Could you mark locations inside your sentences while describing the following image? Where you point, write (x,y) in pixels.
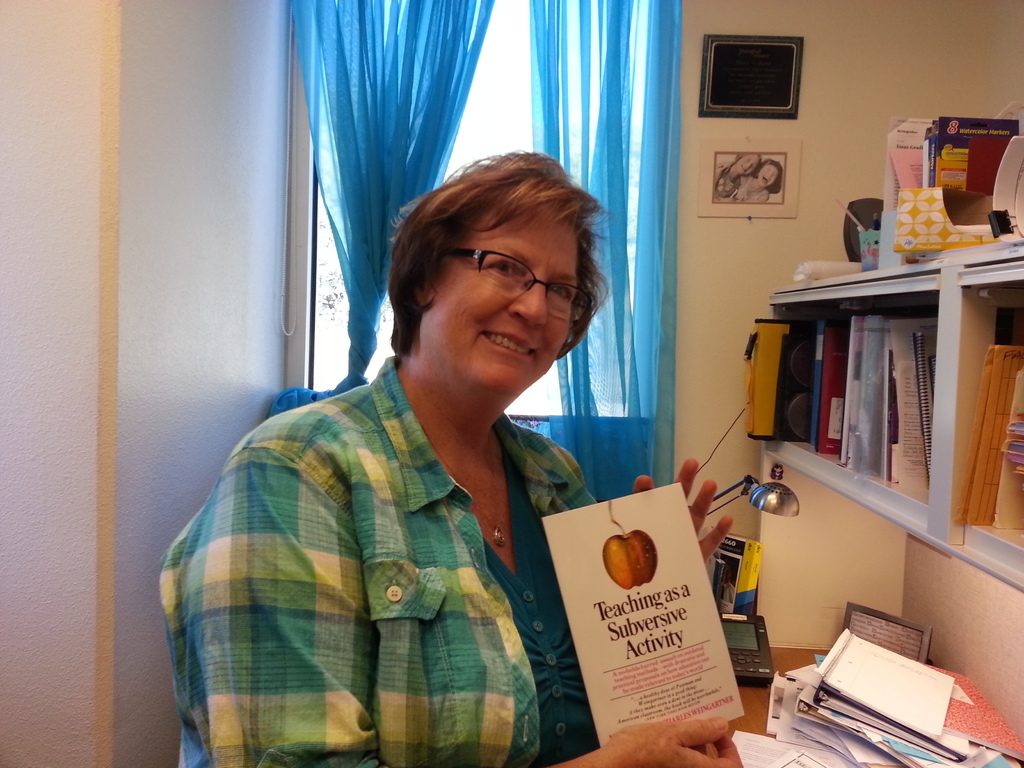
There is a woman (233,752) in the center (594,283) holding a paper (706,685) in her hand (653,756) and she is smiling. Here we can see a books (901,416), a photo frame (711,198) which is fixed to a wall (810,181), a table lamp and a window (518,85) which is bounded with a curtain (386,54).
